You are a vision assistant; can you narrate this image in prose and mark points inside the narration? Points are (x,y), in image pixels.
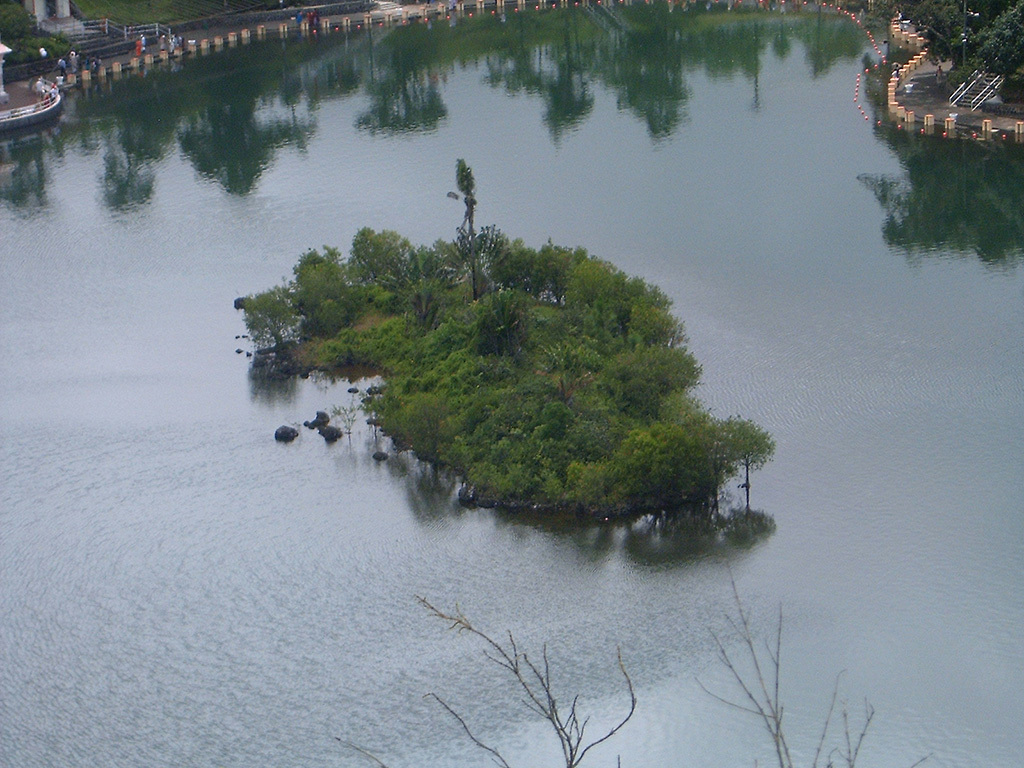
There are trees (328,304) present on the surface of water (699,360) as we can see in the middle of this image (407,466). There are people (54,87) and trees (912,3) present at the top of this image (995,70).
